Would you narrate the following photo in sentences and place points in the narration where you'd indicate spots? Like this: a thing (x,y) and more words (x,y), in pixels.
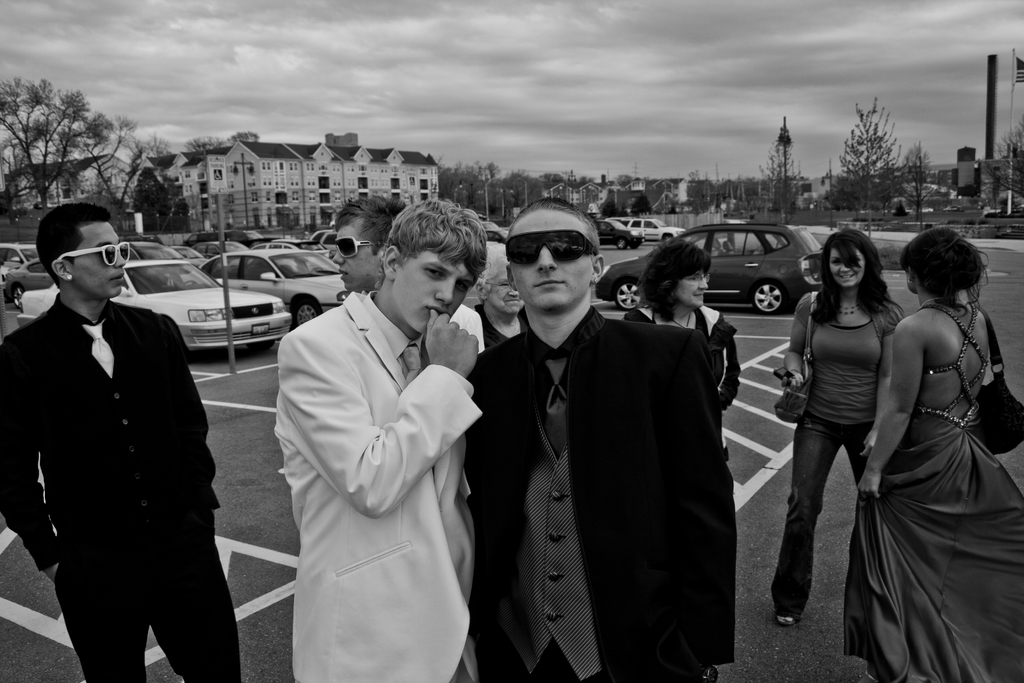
In this image there are many people (379,413). Here there are many cars (501,236). In the background (164,190) there are trees (854,191), buildings (589,191), street lights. Here there is a pole (993,69). This is a flag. The sky (392,57) is cloudy.
